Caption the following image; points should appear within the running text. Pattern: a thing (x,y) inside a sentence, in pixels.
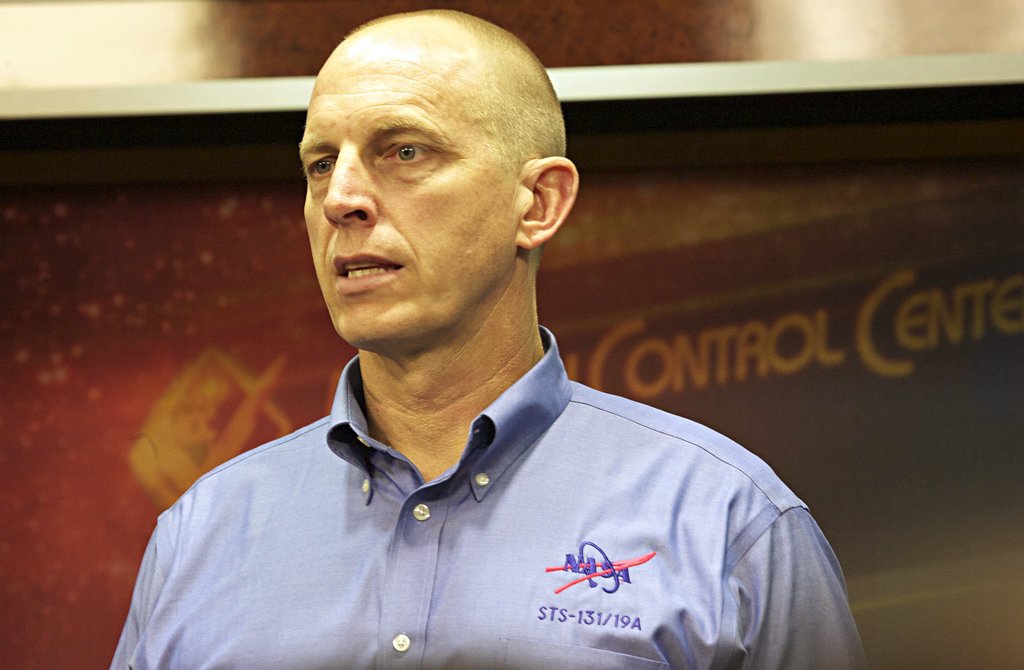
In this image in the center (393,286) there is one person (395,241) it seems that he is talking, and in the background (715,353) there is text (964,329) and there might be a board (209,186) and wall (209,265) and some object (614,29).
